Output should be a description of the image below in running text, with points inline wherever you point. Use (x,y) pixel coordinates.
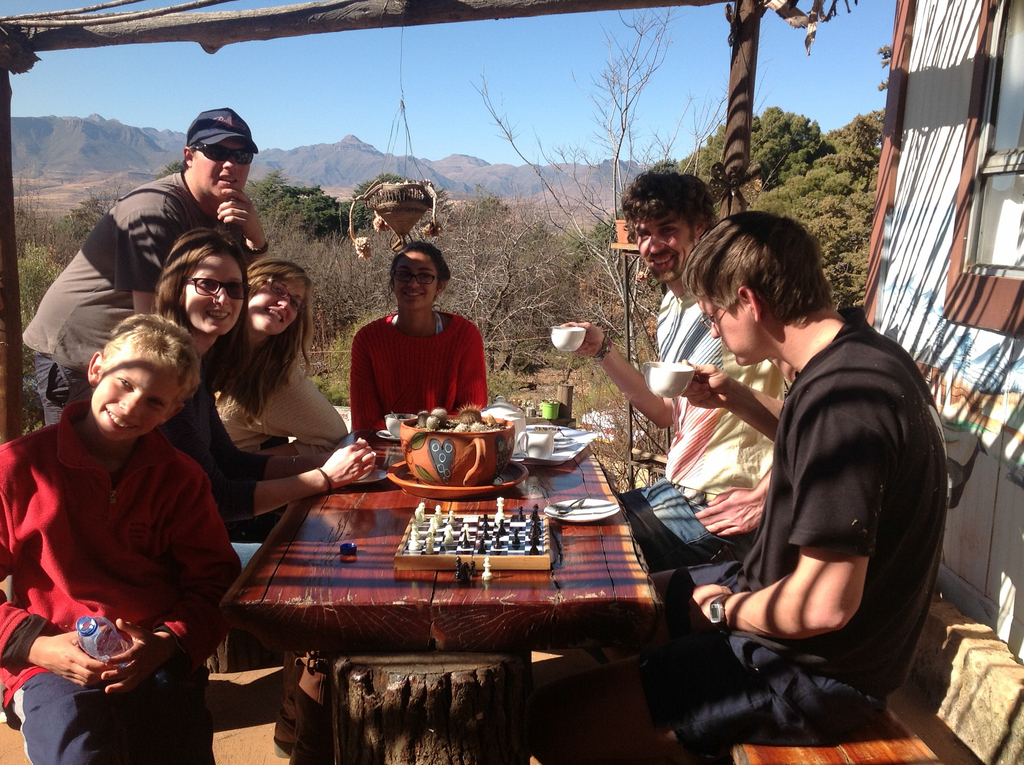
In this image I can see a group of people (325,451) are sitting on a bench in front of a table (498,627). On the table (430,508) we have few objects (419,477) on it.
